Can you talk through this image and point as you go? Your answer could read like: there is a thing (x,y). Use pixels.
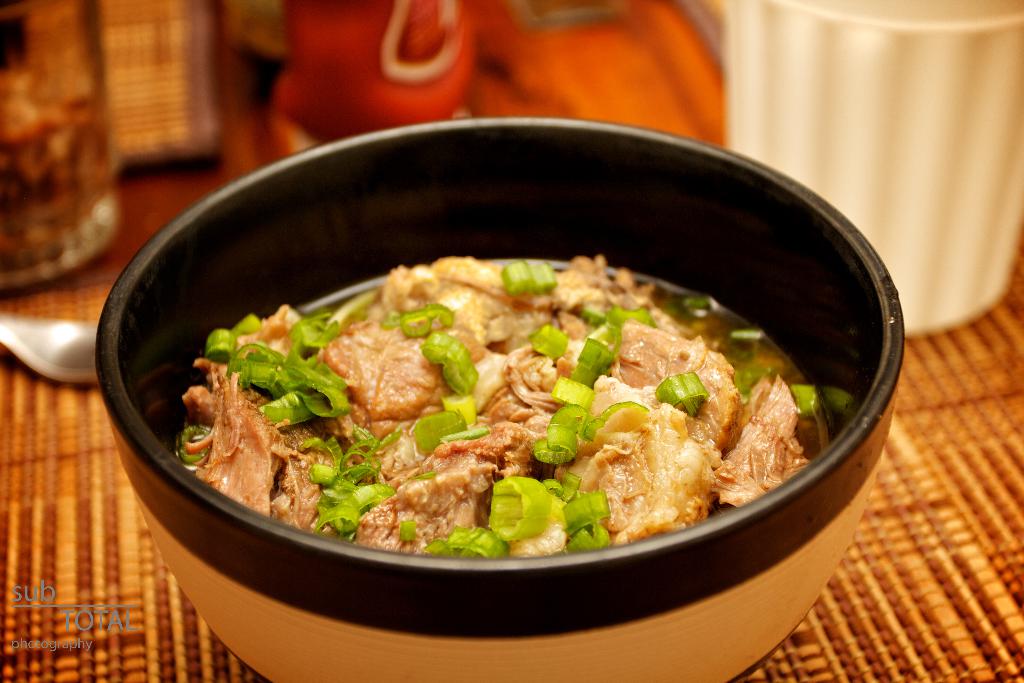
In this picture there is a bowl (874,306) in the center of the image (452,430), which contains food items (450,393) in it and there are containers (64,147) at the top side of the image (831,26).
